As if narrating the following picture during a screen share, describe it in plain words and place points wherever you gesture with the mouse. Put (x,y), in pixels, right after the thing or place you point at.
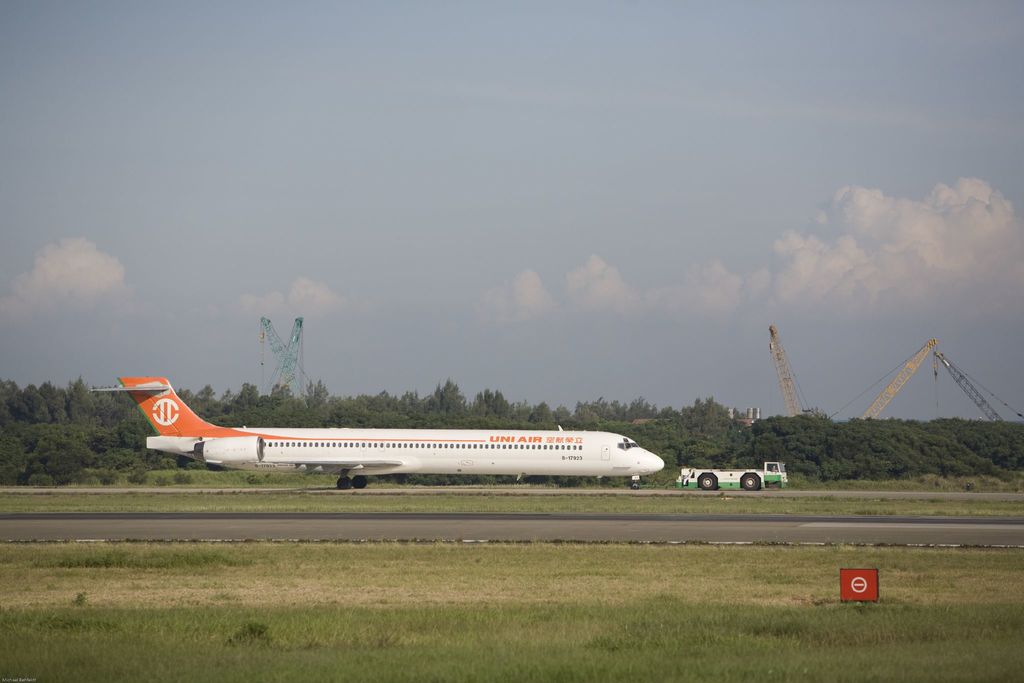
In this image we can see one aircraft (353,484), one vehicle (740,481), two roads (53,518), five cranes (970,384) with wires (867,388), some objects (748,416) are on the surface (339,495), so many trees (794,432), plants (908,483), bushes (959,475) and grass (825,498). At the top (261,201) there is the sky (629,234).
